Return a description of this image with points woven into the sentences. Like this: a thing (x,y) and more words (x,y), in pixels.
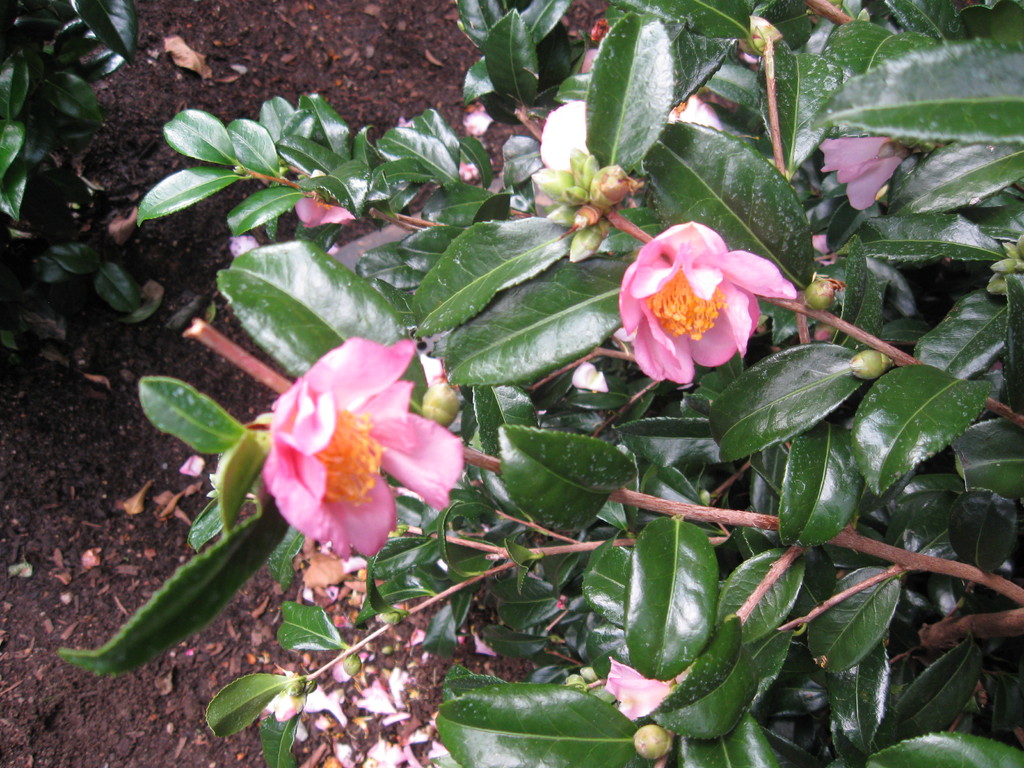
In this image, we can see some flowers (662,251) and there are some green leaves (964,81), there is soil (76,605) on the ground (184,108).
